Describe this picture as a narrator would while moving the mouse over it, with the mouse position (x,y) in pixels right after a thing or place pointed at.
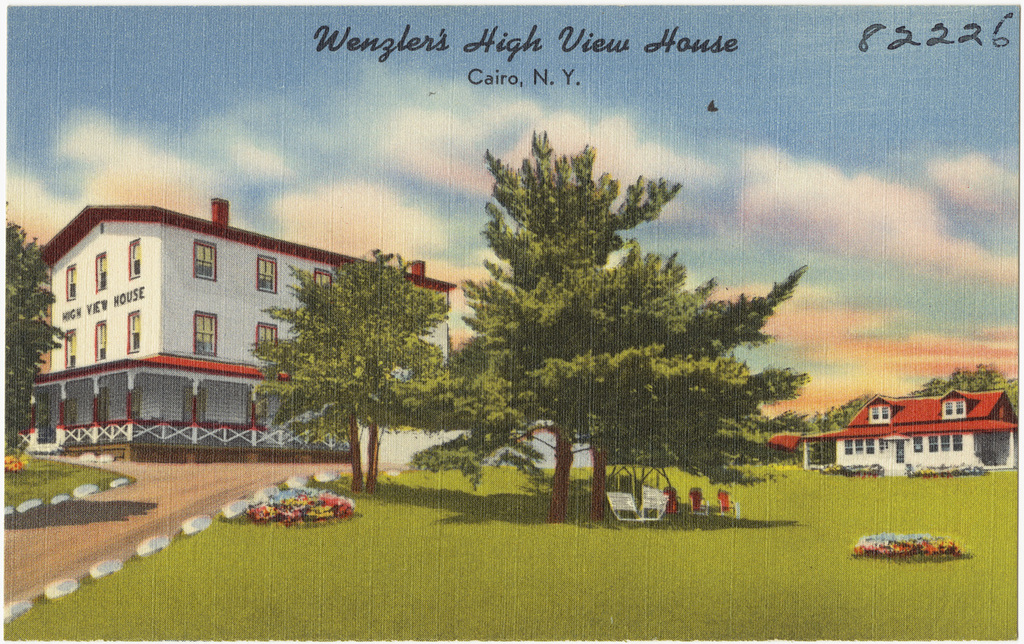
In this picture I can see there is a painting (802,587) and there are trees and buildings (54,269) in the backdrop (683,362). The sky (339,210) is cloudy.
